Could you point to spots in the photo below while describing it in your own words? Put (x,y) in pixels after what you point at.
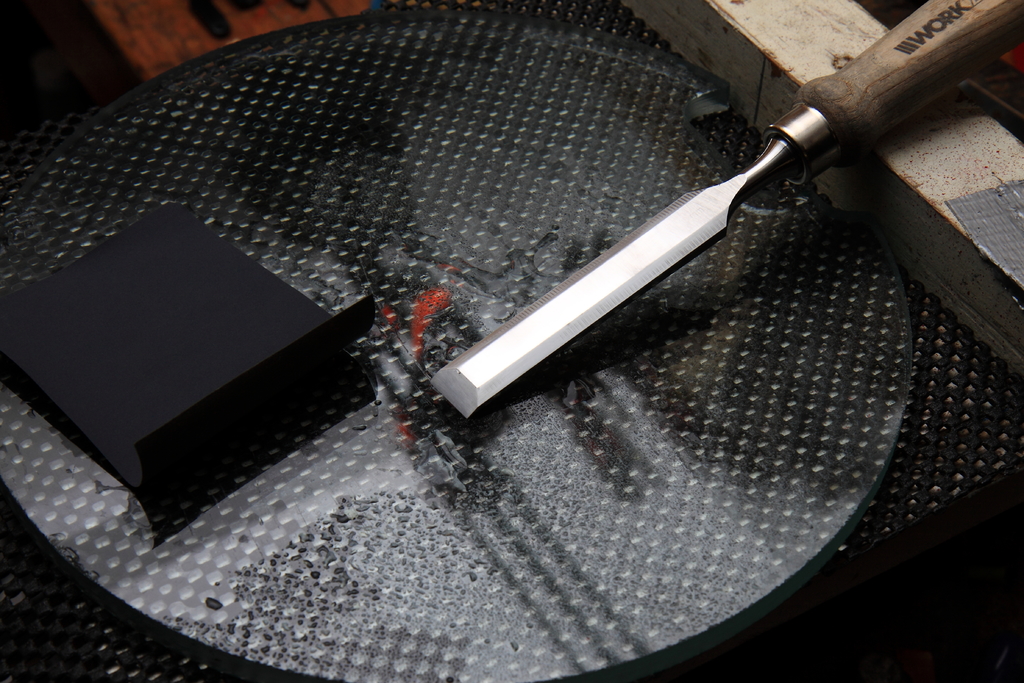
I think this is the chisel tool (871,79), which is used in wood carving. This is a paper (113,397), which is black in color. I can see a wooden block (819,56). This looks like a glass (708,600), which is placed on the black table (966,459).
